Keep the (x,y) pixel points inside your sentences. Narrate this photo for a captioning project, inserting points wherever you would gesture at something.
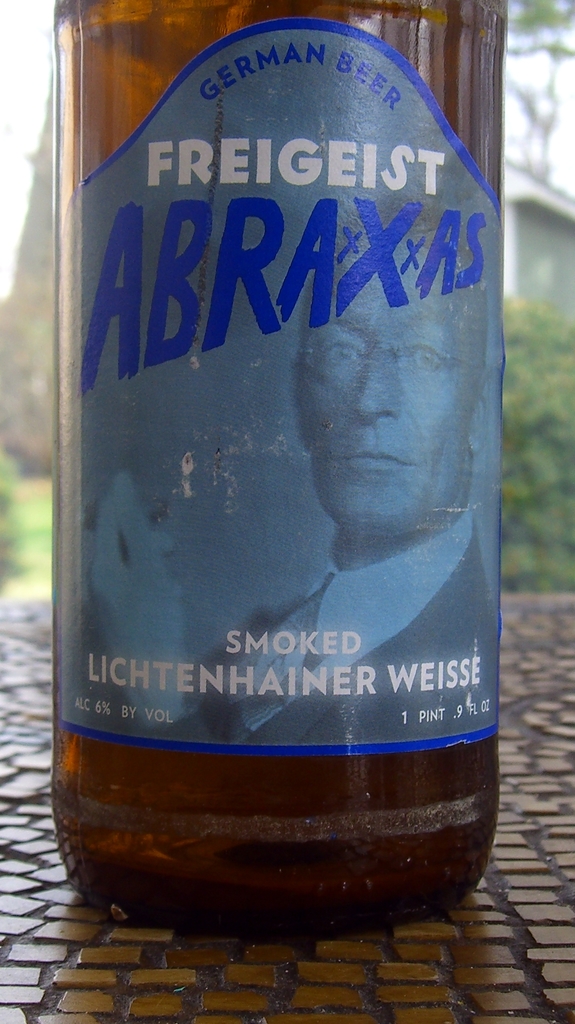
In this image in the foreground (343,404) there is one bottle (310,671), on the bottle (129,314) there is some text (342,253) and at the bottom (86,902) there is a floor (13,660). In the background (521,585) there are some houses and trees (28,460).
